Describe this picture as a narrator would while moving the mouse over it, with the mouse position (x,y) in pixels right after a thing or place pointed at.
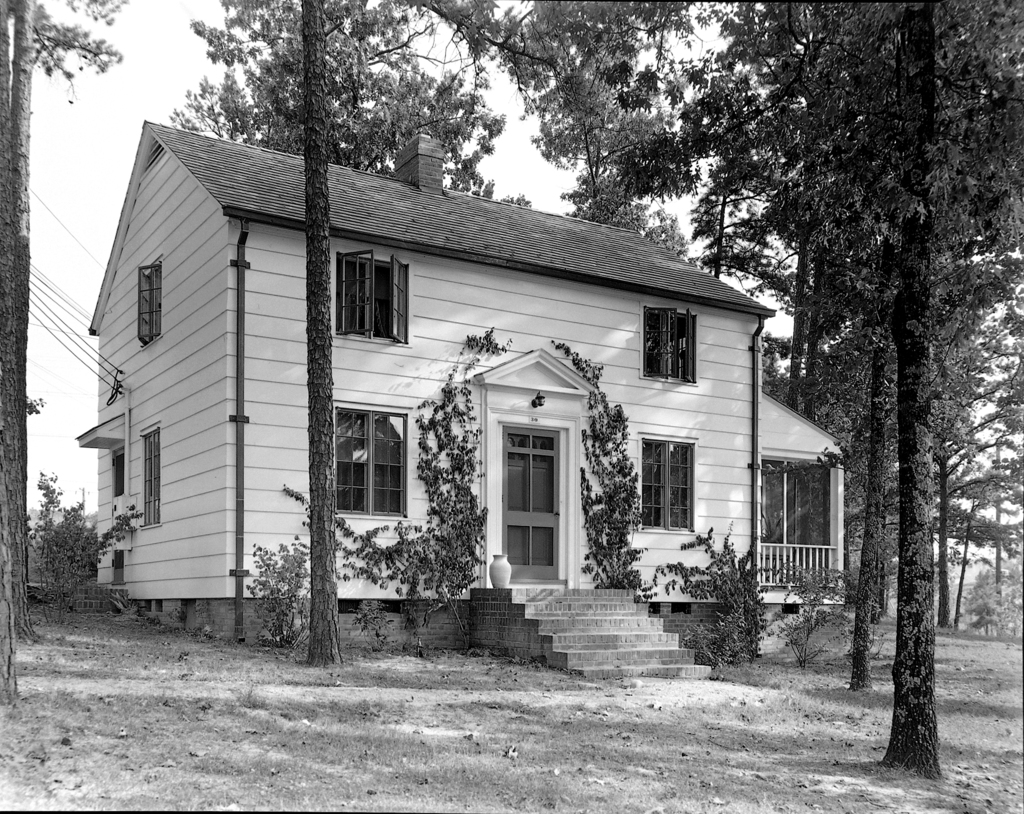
In this picture I can see there is a building (559,518) and it has door (526,498), windows (349,255) and stairs (593,601) and there are trees (807,39) and the sky (173,123) is clear.
